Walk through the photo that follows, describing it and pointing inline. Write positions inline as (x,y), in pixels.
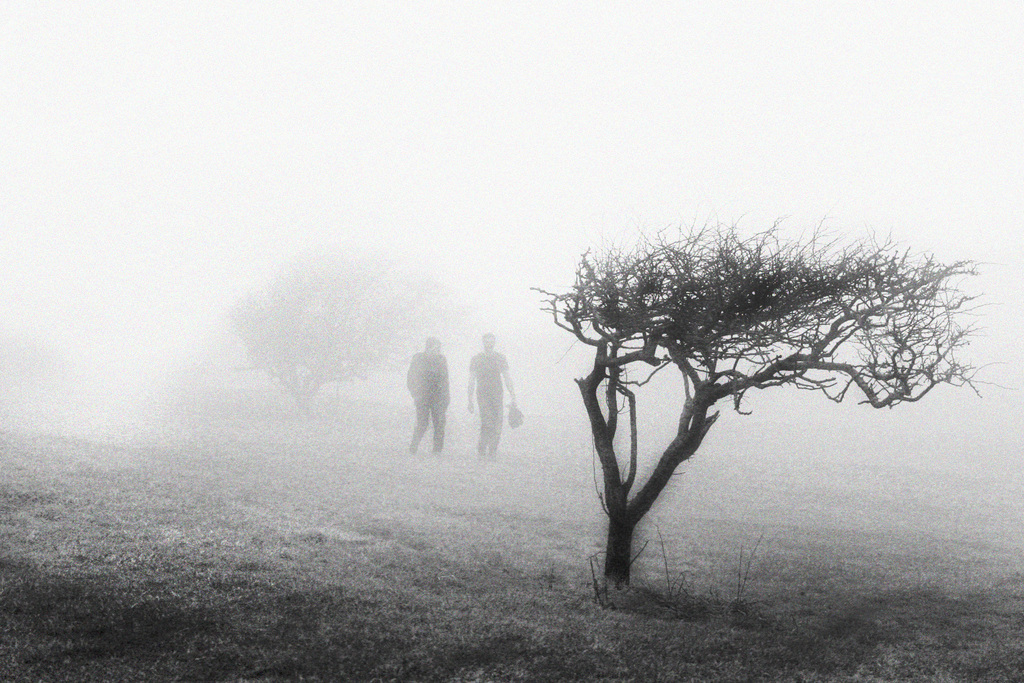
In this picture we can see people's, trees (609,493) on the ground (462,490) and in the background (1016,204) we can see it is white color.
